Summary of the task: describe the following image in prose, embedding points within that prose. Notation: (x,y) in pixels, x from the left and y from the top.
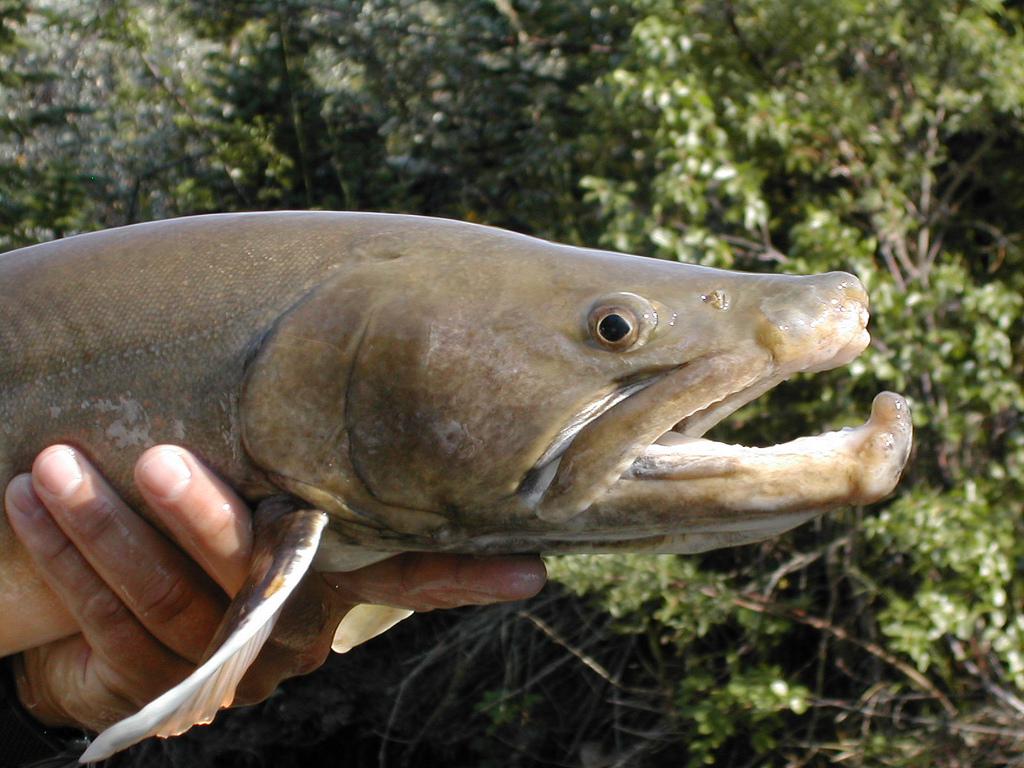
In this image we can see a person's hand (250,699) holding a fish (646,413) and in the background (350,87), we can see some trees (766,178).
